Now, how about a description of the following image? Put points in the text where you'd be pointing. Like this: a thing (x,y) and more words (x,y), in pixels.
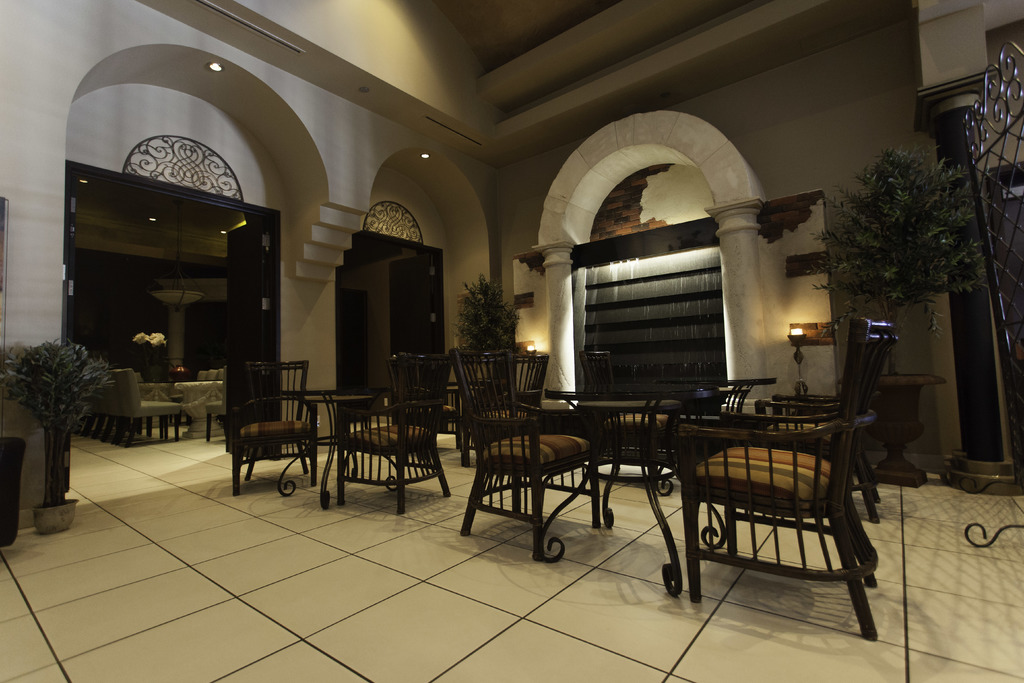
In the image I can see a place (543,359) where we have some chairs (629,415) around the tables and also I can see some lights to the roof (548,103).
